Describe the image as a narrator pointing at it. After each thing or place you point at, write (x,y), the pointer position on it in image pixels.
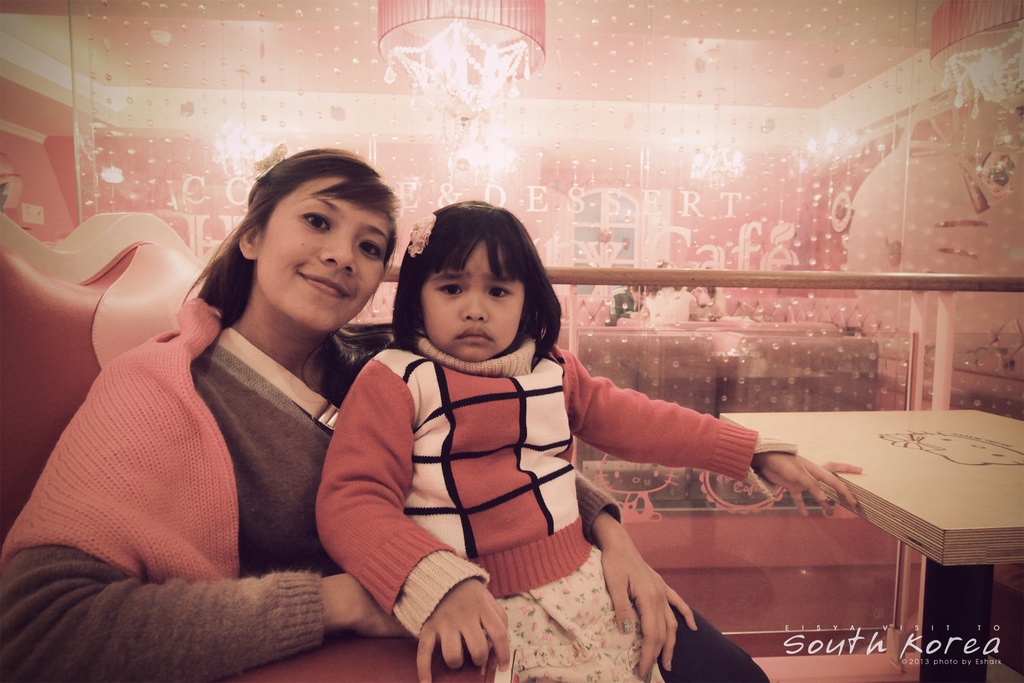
In this image there is a woman (187,448) who is sitting in the sofa (100,371) by holding the kid (365,493). Beside them there is a table (872,497). Behind them there is a fence (724,366). At the top (493,23) there is a chandelier (517,41). In the background (313,121) there is a design (801,150).
